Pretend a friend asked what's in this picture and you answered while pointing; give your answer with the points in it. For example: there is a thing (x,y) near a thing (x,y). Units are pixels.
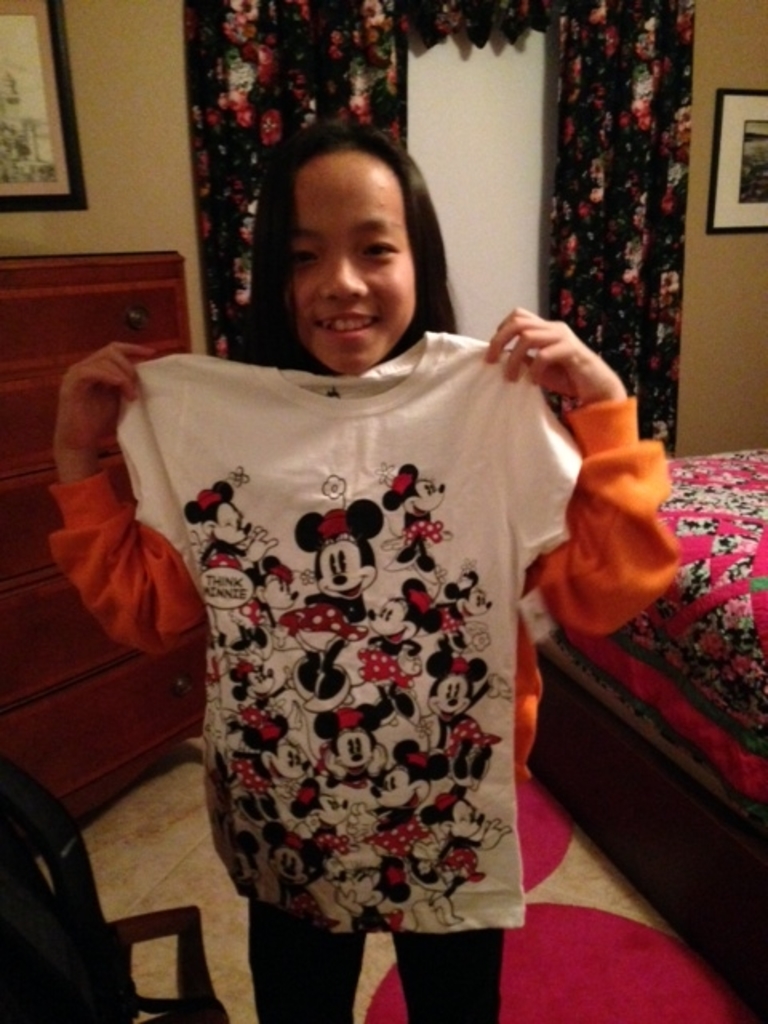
In this image we can see a lady person (284,249) wearing orange color T-shirt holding white color T-shirt (367,520) in her hand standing and at the background of the image (730,523) there is curtain (509,3), bed (707,580) and some paintings (30,63) attached to the wall (737,58).
